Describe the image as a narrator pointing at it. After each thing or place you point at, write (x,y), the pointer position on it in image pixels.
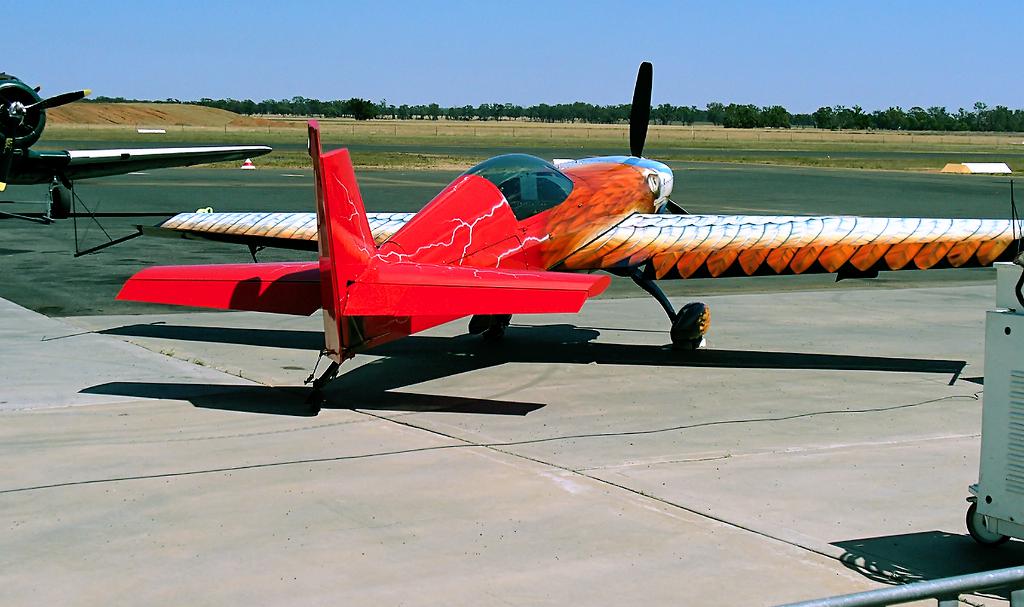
In this image, we can see airplanes (288,216). There is a sky (461,39) and some trees (926,126) at the top of the image (506,46). There is a machine (1003,348) on the right side of the image (1017,383).
